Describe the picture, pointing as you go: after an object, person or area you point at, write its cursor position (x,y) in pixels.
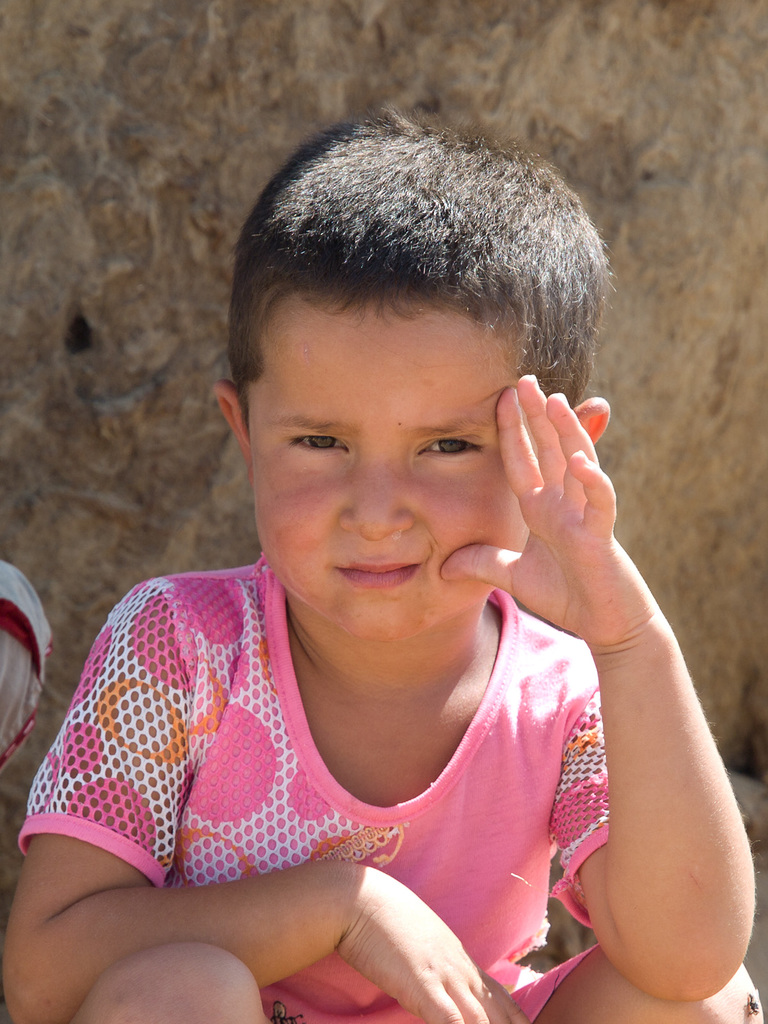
In this image we can see a boy (159,734) sitting. On the backside (232,475) we can see a wall (196,486).
